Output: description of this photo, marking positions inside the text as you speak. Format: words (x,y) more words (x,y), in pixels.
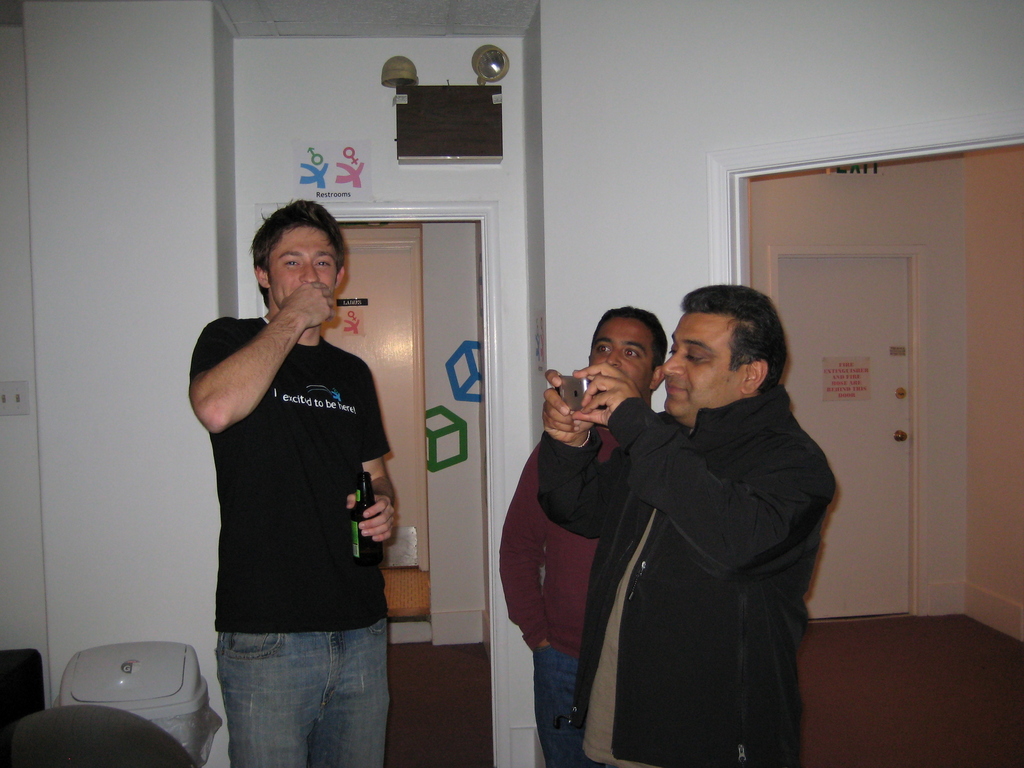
In this image there are group of people (326,685) standing together in room (479,601) in which one of them is holding camera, behind them there are some objects (480,135) on the wall (511,218) and dustbin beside them.
